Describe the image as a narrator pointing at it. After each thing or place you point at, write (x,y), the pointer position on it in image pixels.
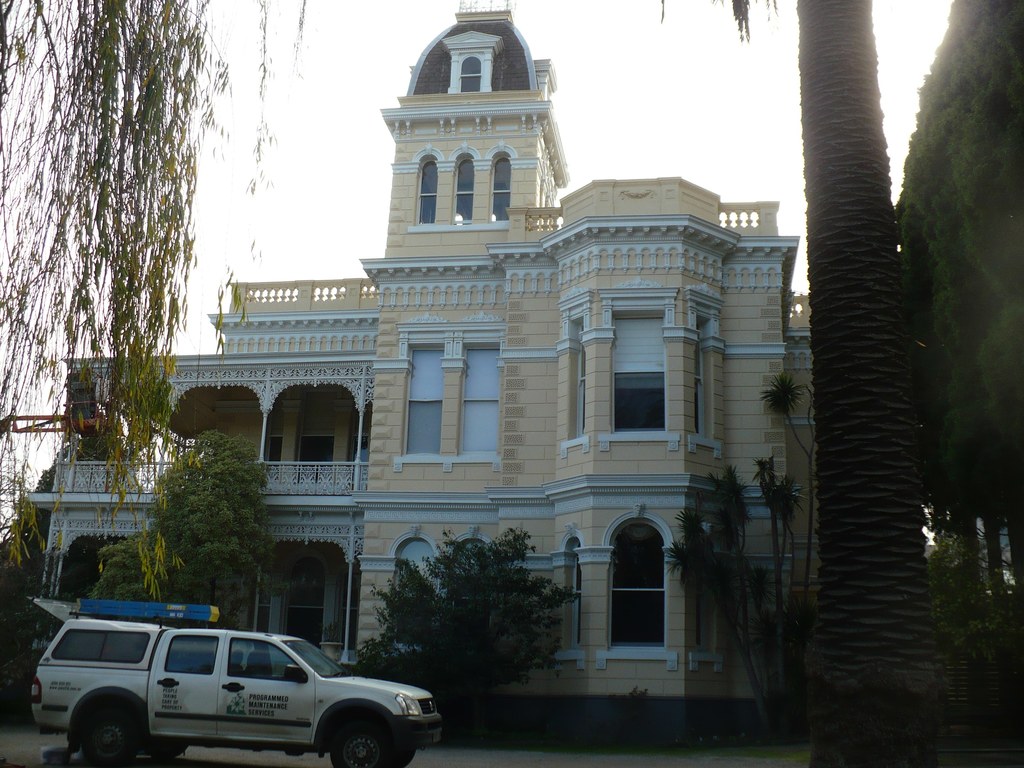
In this picture we can see a vehicle (243,651) on the ground (723,759), trees (956,401), building (549,408) with windows (661,377) and in the background (774,70) we can see the sky (624,85).
